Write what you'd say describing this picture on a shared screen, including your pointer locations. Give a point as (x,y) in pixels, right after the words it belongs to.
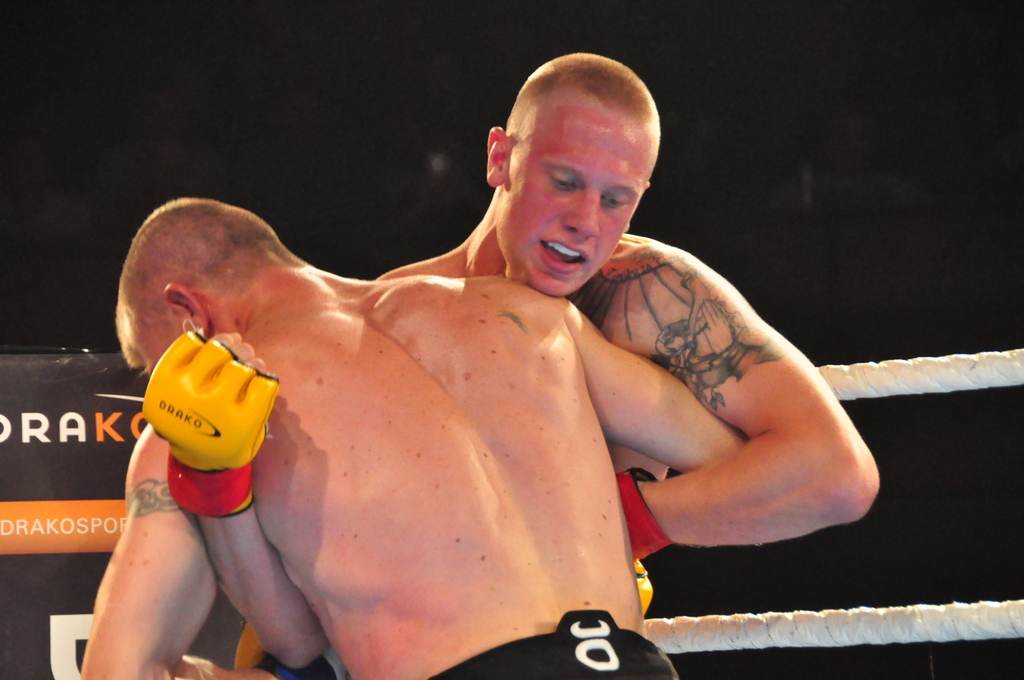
In this image we can see two men (473,393), ropes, and a banner (6,404). There is a dark background (718,208).
